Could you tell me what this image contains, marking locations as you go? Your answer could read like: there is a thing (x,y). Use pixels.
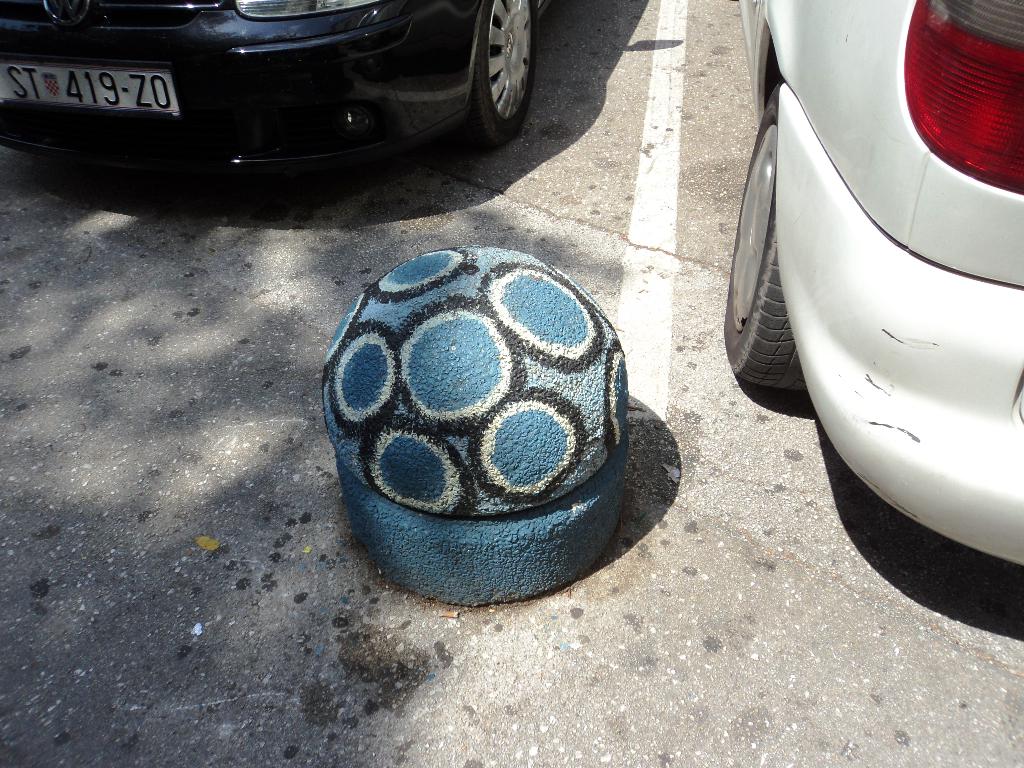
Here we can see two vehicles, concrete ball (458,362) on a platform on the road (187,505).
